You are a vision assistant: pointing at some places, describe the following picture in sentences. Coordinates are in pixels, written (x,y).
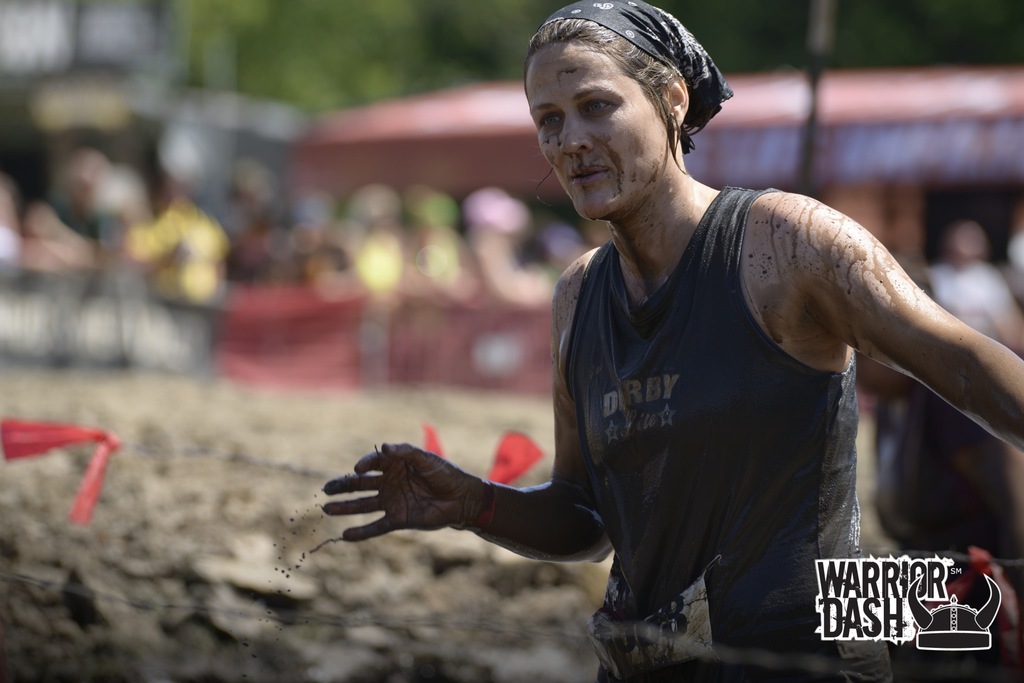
In the picture I can see a woman (806,326) on the right side (723,414). She is wearing a black color top (710,401) and there is a scarf (610,21) on her head (663,94). I can see the metal wire (195,449) at the bottom of the picture (235,456).
